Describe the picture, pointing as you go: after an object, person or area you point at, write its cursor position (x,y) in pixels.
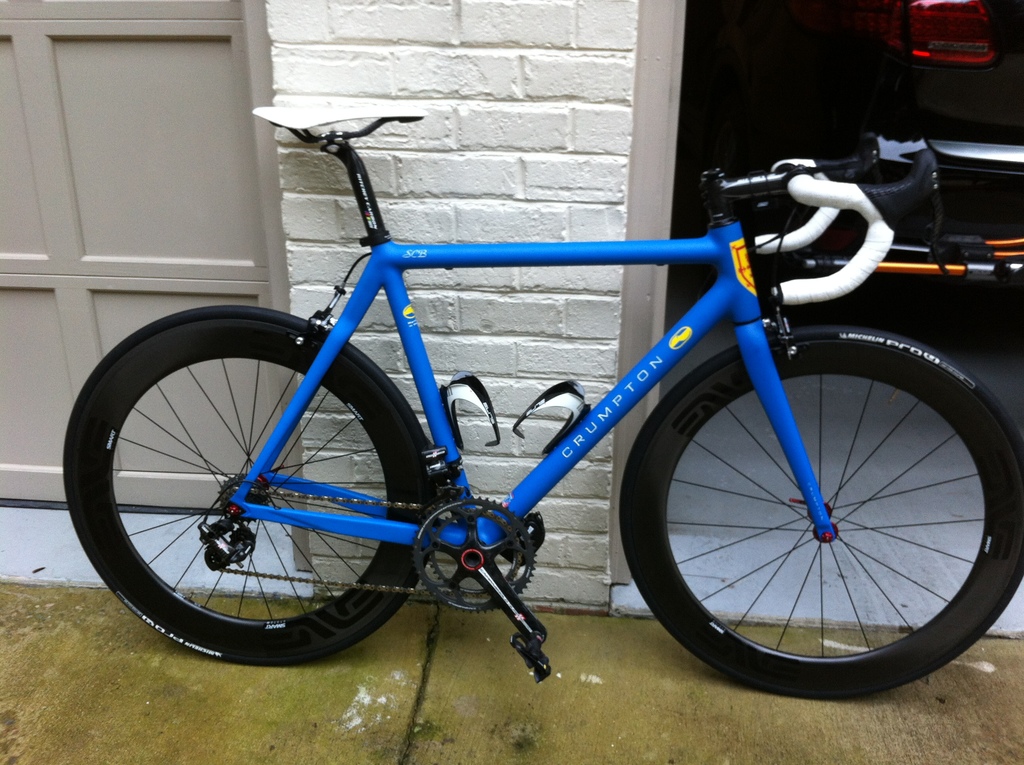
In this picture I can see blue color bicycle (645,454), a white color wall (477,350) and a door (126,281). On the right side (966,139) I can see some other objects (950,128).
